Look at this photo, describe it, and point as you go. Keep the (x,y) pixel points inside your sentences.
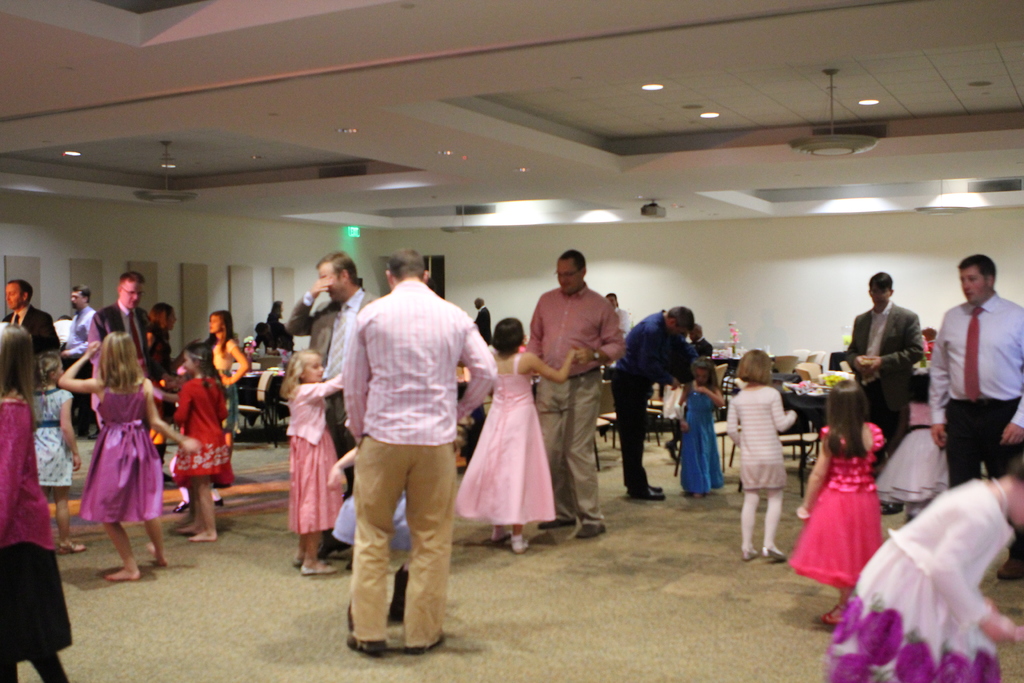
In this picture there are few kids (774,516) and persons (590,416) standing and there are few tables (790,393) which has some objects (848,376) placed on it and there are few chairs (791,365) around the table (723,360) and there are few lights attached to the roof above them.
